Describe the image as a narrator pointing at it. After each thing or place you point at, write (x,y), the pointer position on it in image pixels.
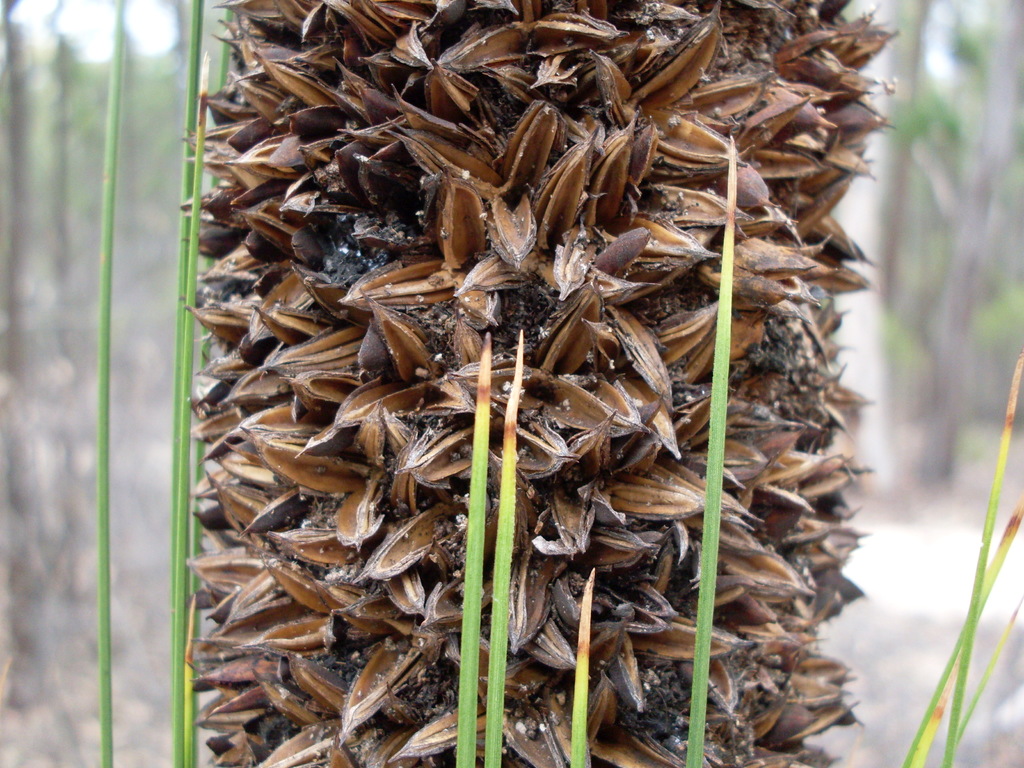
In this image there is a tree (397,459) and grass (483,406).
